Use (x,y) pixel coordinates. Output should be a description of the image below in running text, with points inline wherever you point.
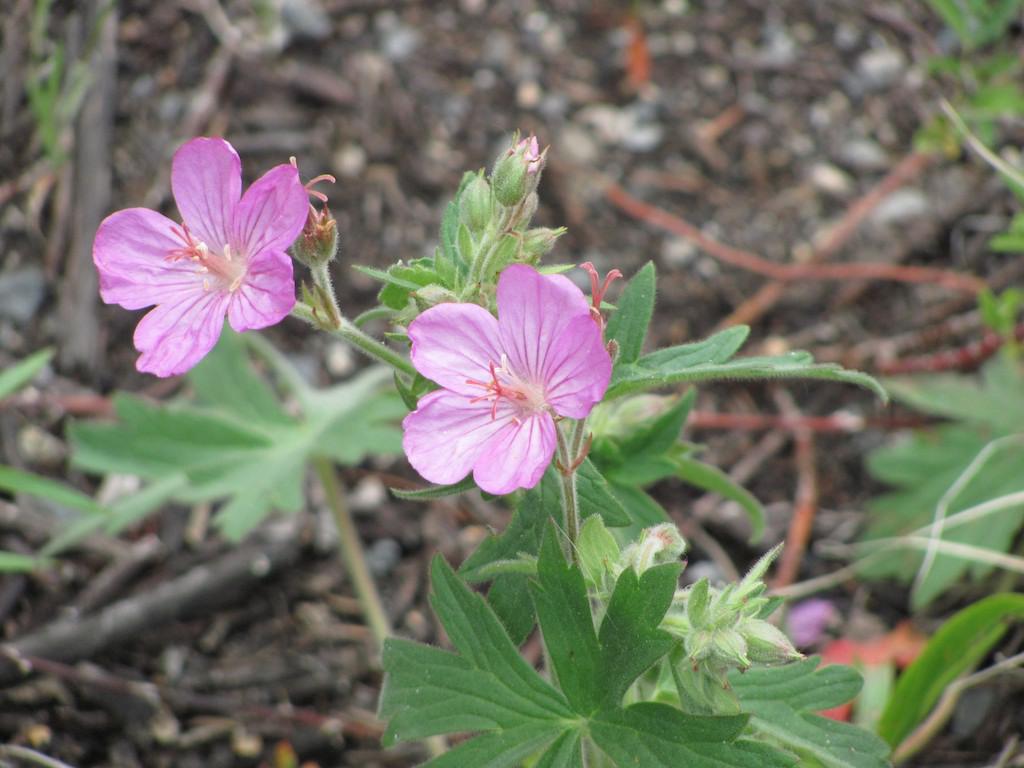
In the foreground of this image (490,376), there are two pink flowers (225,275) to the plant (663,640) and also buds (522,185) to it. In the background (781,83), there is the ground (963,272) and few more plants (999,313).
